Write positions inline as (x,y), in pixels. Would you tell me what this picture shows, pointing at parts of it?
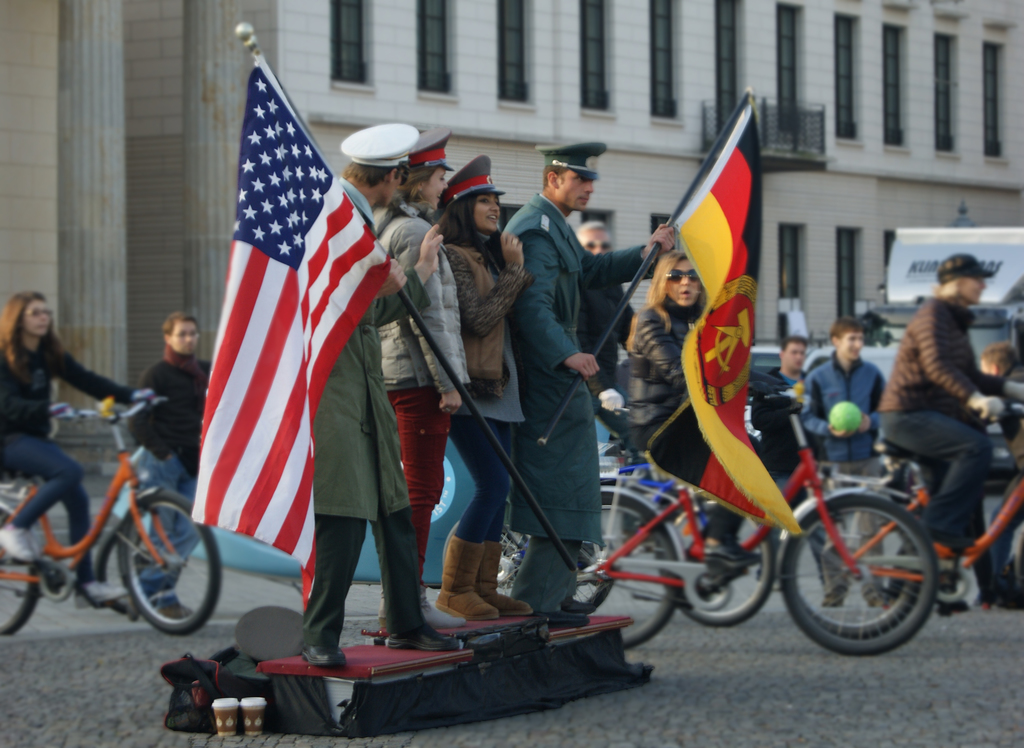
In this image we can see few persons (426,477) are standing on an object (377,647) which is on the road (632,746) and among them two persons (384,470) are holding flag poles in their hands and there are objects (212,697) on the road (973,668). In the background (96,322) we can see few persons (187,456) are standing and few persons (10,441) are riding bicycles (944,567), building (204,15), windows (514,45), railing (773,135), pillars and vehicles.
